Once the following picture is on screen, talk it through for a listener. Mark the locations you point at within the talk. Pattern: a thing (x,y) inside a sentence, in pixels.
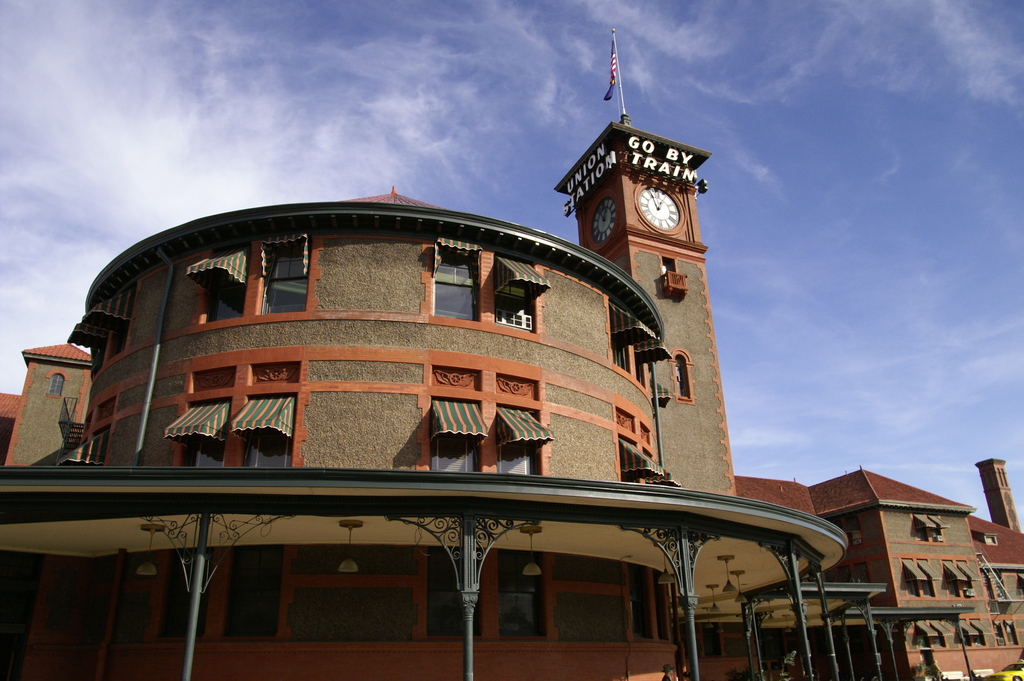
In the center of the image (604,381) there are buildings (591,413). At the top (394,124) there is sky (526,101).
